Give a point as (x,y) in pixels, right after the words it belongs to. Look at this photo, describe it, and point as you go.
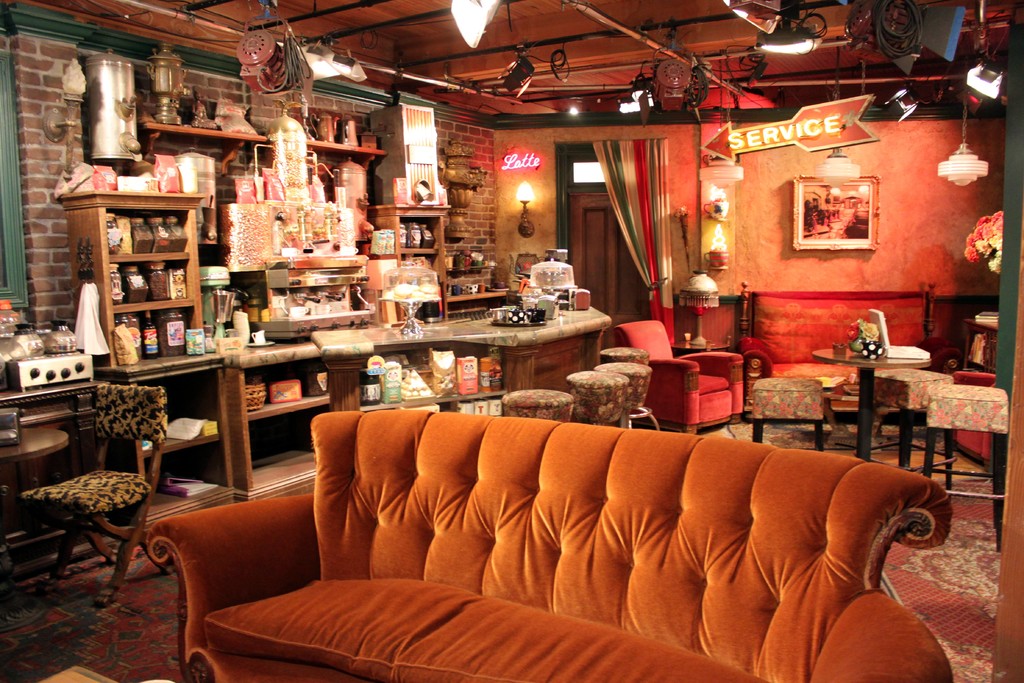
An indoor picture. In this place there are things (381,296). This is an orange couch (307,510). Far there are chairs (621,373). On top (264,49) there are lights (978,79). Picture (839,233) on wall (757,268).
